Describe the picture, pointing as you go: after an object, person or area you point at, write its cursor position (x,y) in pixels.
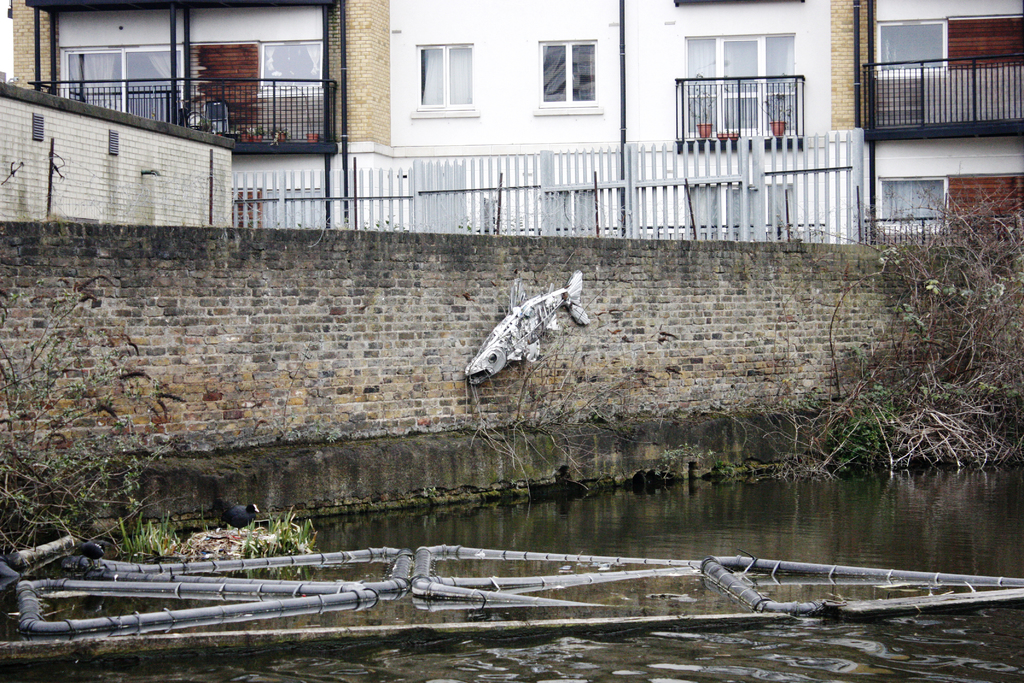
In the image we can see this is a building (266,101) and these are the windows (788,69) of the building (742,76). This is a fence (710,201), plant pot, brick wall (283,322), sculpture (501,324) of fish (507,327), grass (267,526), plant (248,548), water (850,654) and metal object (339,587) in the water (793,657).
